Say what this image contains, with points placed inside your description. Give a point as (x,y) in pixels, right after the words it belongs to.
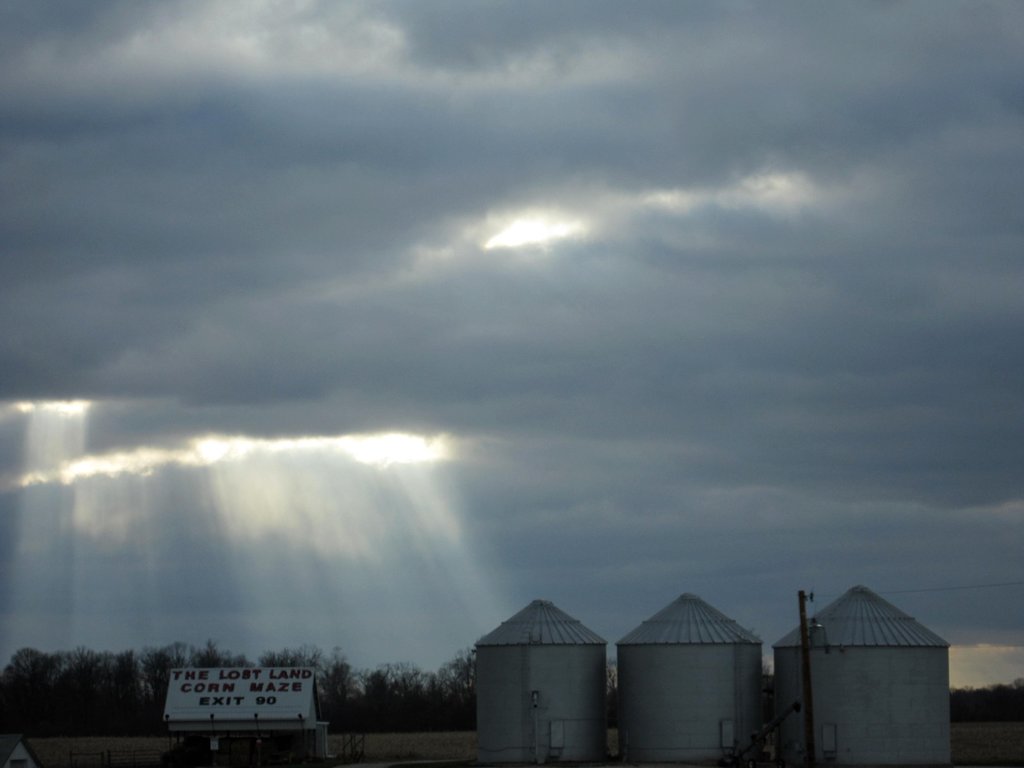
In this image I see 3 things (684,695) over here and I see a pole (804,717) over here and I see few words (243,702) written over here. In the background (4,722) I see the trees (146,669) and I see the cloudy sky (401,240) and I see the sun rays (174,477) over here.
